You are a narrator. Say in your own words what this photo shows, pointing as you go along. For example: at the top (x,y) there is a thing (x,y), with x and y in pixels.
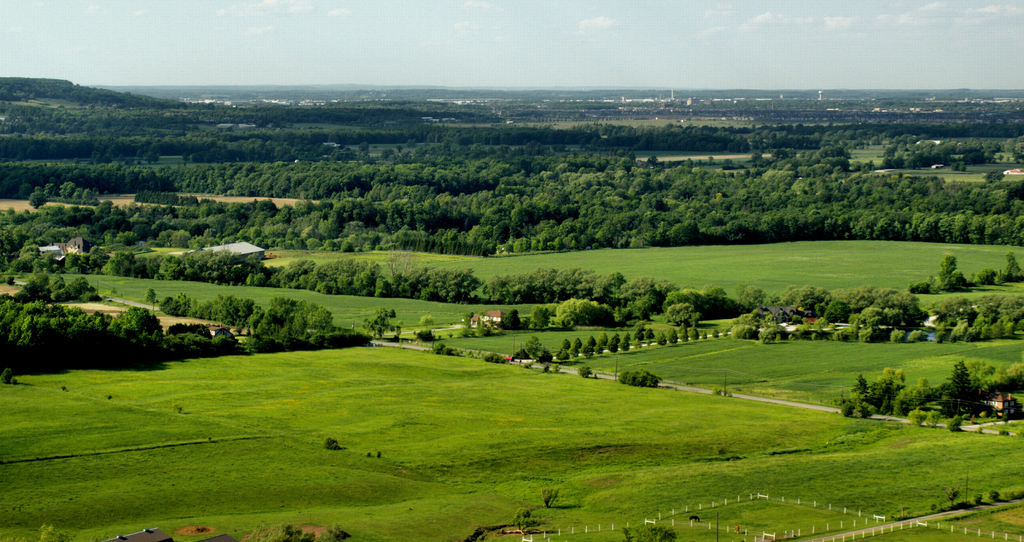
In this image we can see there are houses (501,316), trees (55,235), grass (718,499) and poles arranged in an order. And there are animals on the ground (412,301). And at the top (770,12) we can see the sky (472,28).
